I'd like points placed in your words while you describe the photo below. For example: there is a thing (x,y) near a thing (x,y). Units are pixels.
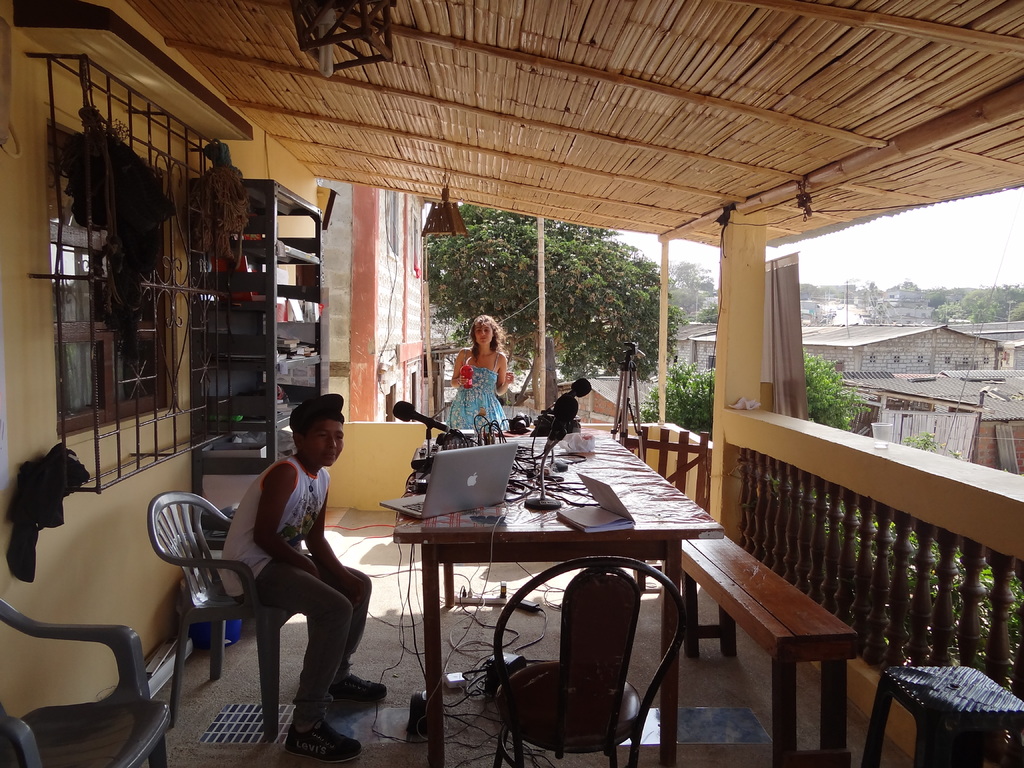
In the picture we can see a house (944,408), trees (495,287), plants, sky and table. On table (621,499) we can see a laptop's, books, microphones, wires (511,490), and near to it there are chairs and benches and a window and we can see a boy (330,408) and a woman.
